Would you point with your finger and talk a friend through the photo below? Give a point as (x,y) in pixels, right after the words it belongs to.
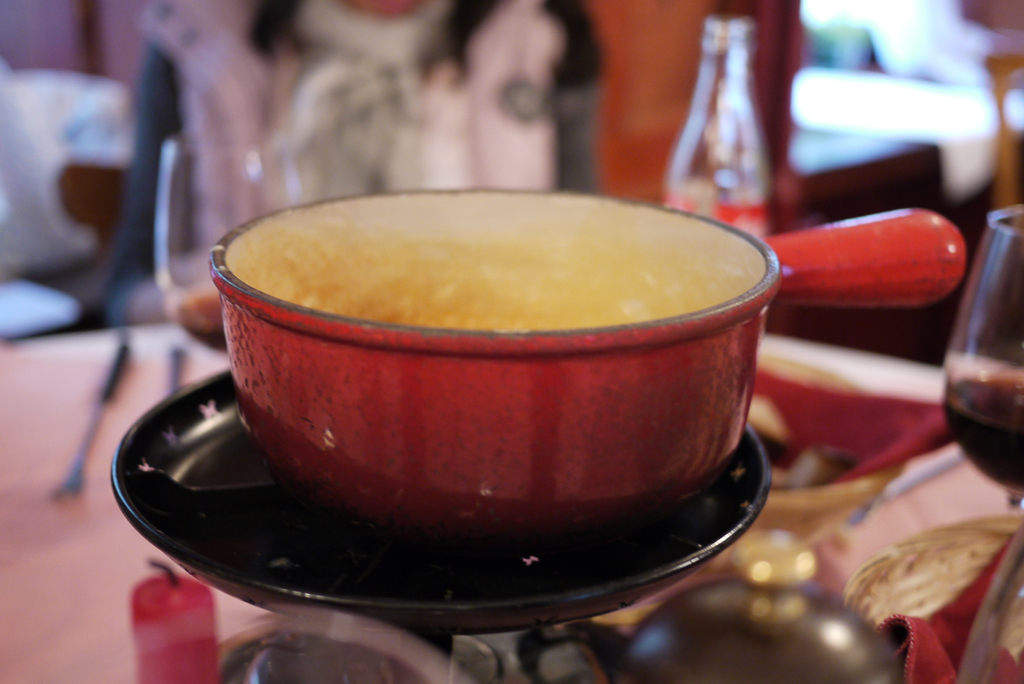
In this image there is a table (81,578). On the table (99,552) there are glasses (250,158), bottles (725,134), a pan (490,421) and a candle (144,613). Beside the table (121,601) there is a person (382,62) sitting. The background (3,42) is blurry.
